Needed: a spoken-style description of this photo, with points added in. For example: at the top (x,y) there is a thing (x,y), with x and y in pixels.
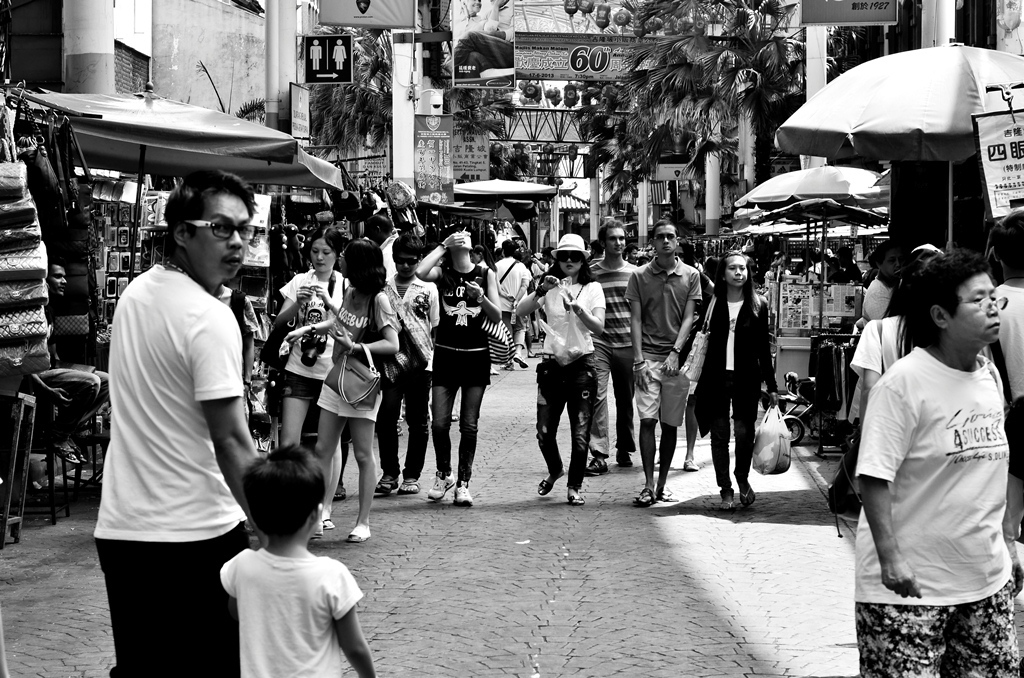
It is a street (45,674) it has a plenty of stalls (473,197) and there are a lot of trees (632,112) and on the left side (314,51) there is a washroom (326,69) and many people (329,411) are walking in between those stalls (320,217) and some of them are shopping.
